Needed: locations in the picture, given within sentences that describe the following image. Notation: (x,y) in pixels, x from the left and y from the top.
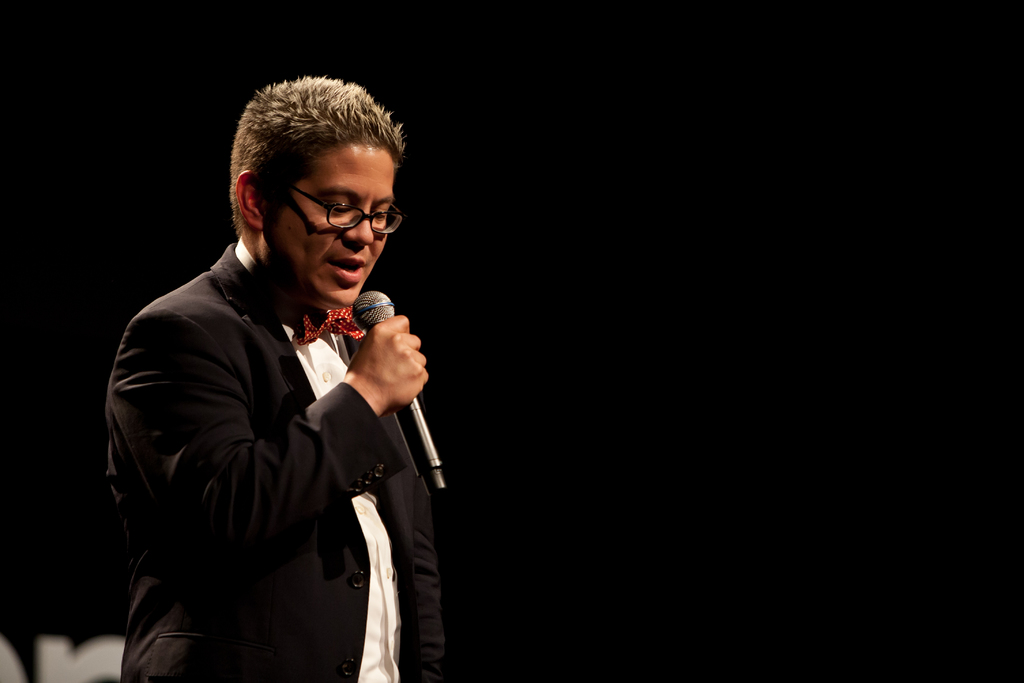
In the image we can see there is a person (293,228) who is standing and holding a mic (433,443) in his hand (406,401).
